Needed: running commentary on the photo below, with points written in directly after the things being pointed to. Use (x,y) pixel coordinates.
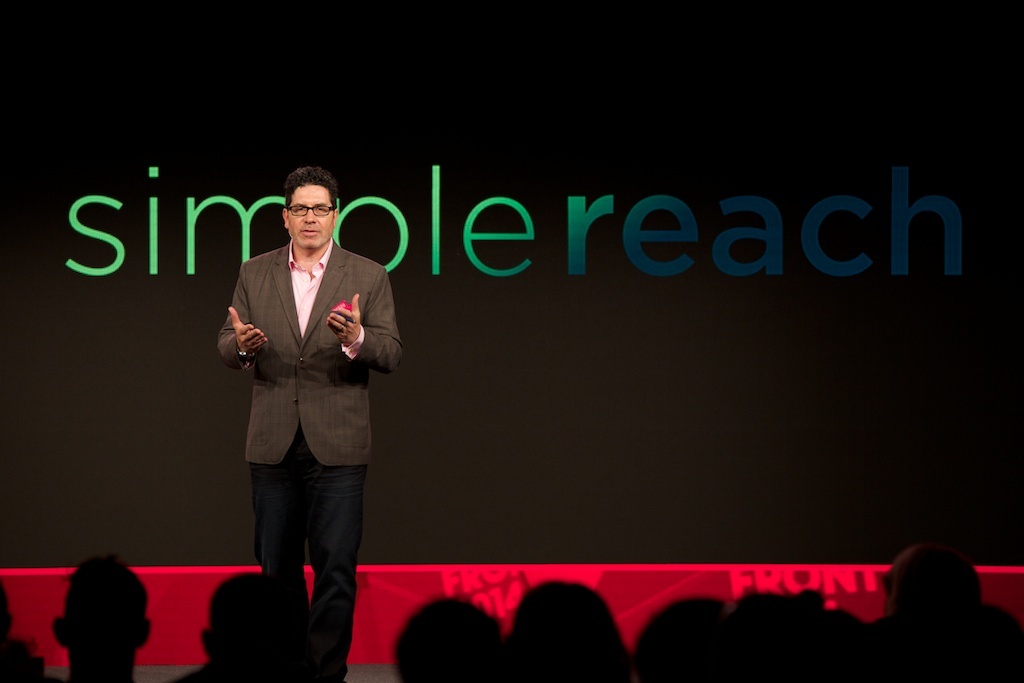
In this image I can see person (321,343) is standing and wearing brown coat (343,373) and pant (326,532). In front (752,602) I can see few people (687,614). Back Side I can see black color banner (704,249) and simple reach is written on it.
